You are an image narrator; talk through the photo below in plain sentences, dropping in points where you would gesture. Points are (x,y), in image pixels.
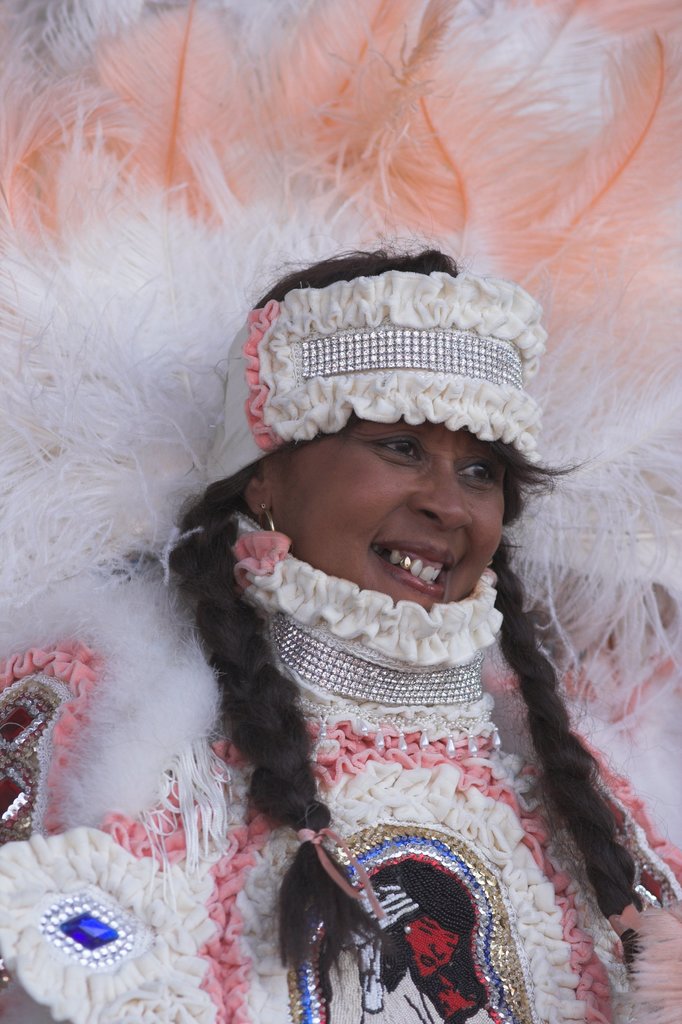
In this image we can see one woman (408,794) with white dress (396,768), standing and wearing a costume hat (414,322).
